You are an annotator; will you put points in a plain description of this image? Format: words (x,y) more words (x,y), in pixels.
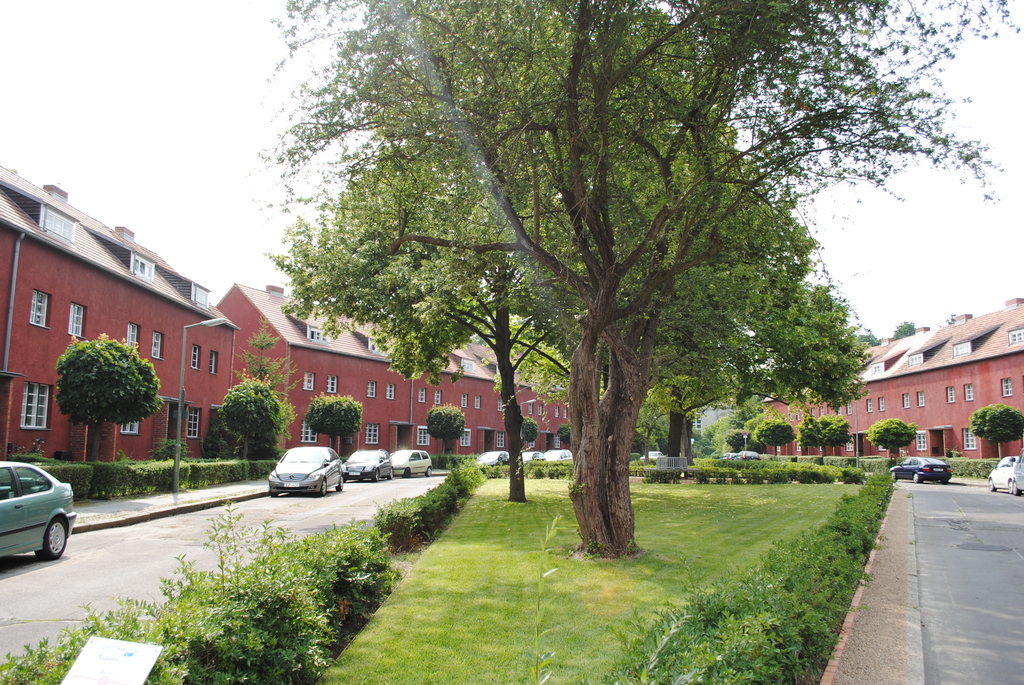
This picture shows few buildings (3,286) and we see cars (63,552) parked and we see trees (439,431), plants (328,573) and grass (538,530) on the ground (651,495) and we see a pole light (179,455) on the sidewalk (181,499) and we see a cloudy sky (19,14).
